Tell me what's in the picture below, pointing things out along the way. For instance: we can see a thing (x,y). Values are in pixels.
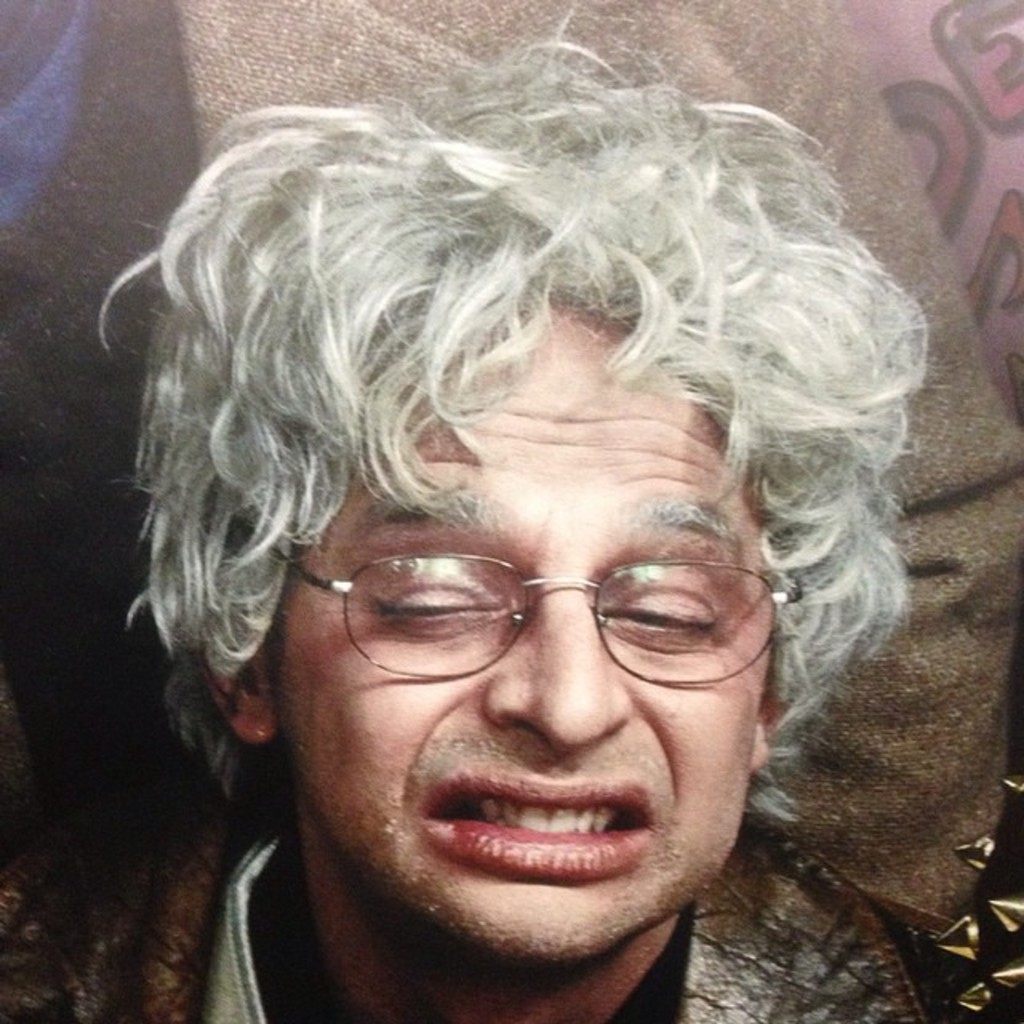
In this picture there is a man (527,712) who is wearing spectacle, jacket (865,968) and t-shirt (259,943). He is sitting on the couch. In the back (935,833) there is a cloth (928,480).
